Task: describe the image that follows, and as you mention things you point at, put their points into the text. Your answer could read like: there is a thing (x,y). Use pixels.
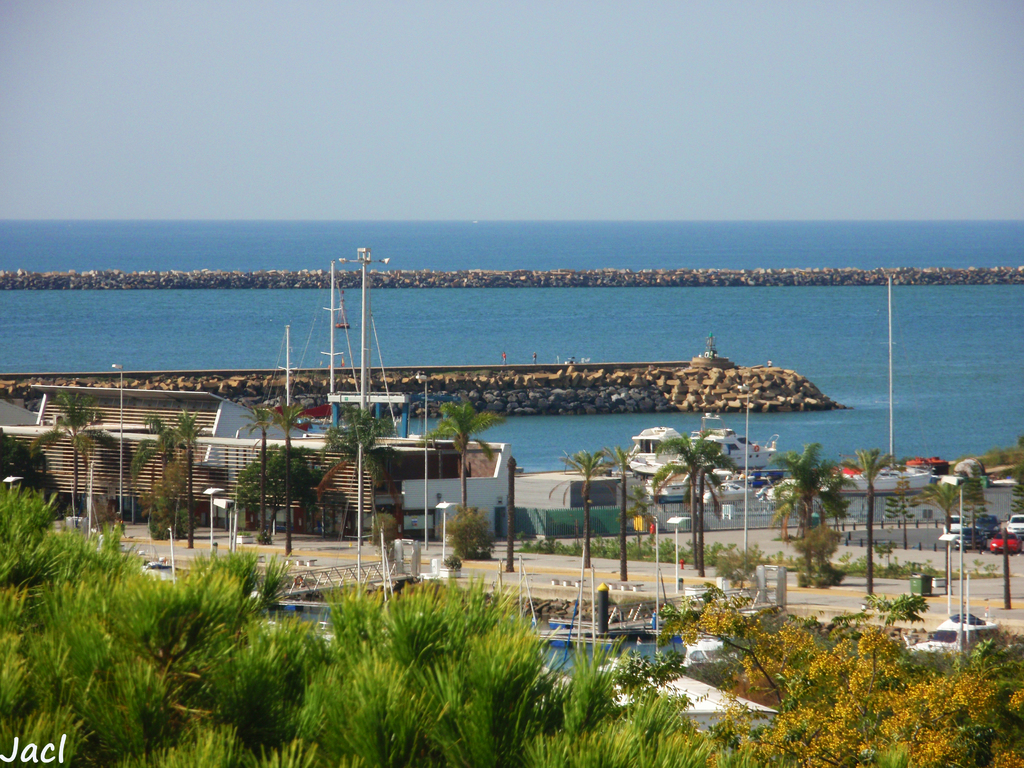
Here we can see trees (527,659), plants (912,571), vehicles (979,542), boats (727,442), wall (455,474) and wooden sticks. Background (487,301) we can see the ocean (667,293), rocks (574,279) and sky (522,132).
